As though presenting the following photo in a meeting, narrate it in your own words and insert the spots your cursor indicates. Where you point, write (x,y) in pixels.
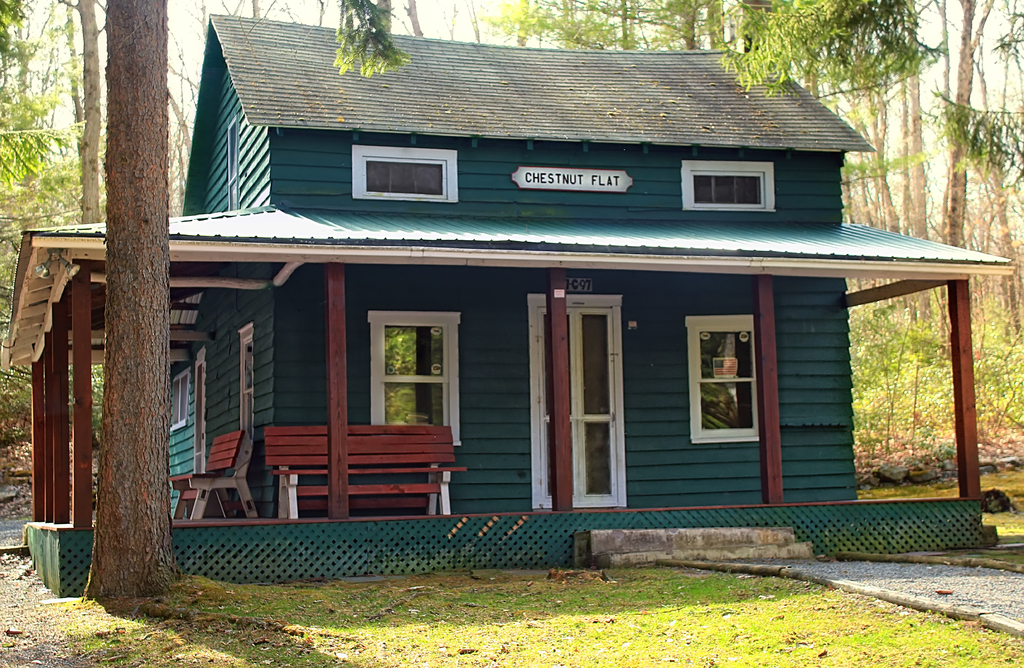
In this image we can see a wooden house (511,256). And we can see the windows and the benches (294,462). And we can see the stairs (642,557). And we can see the grass (714,584). And we can see the tree trunks (114,106) and trees (19,129). And we can see the sky (170,77).
